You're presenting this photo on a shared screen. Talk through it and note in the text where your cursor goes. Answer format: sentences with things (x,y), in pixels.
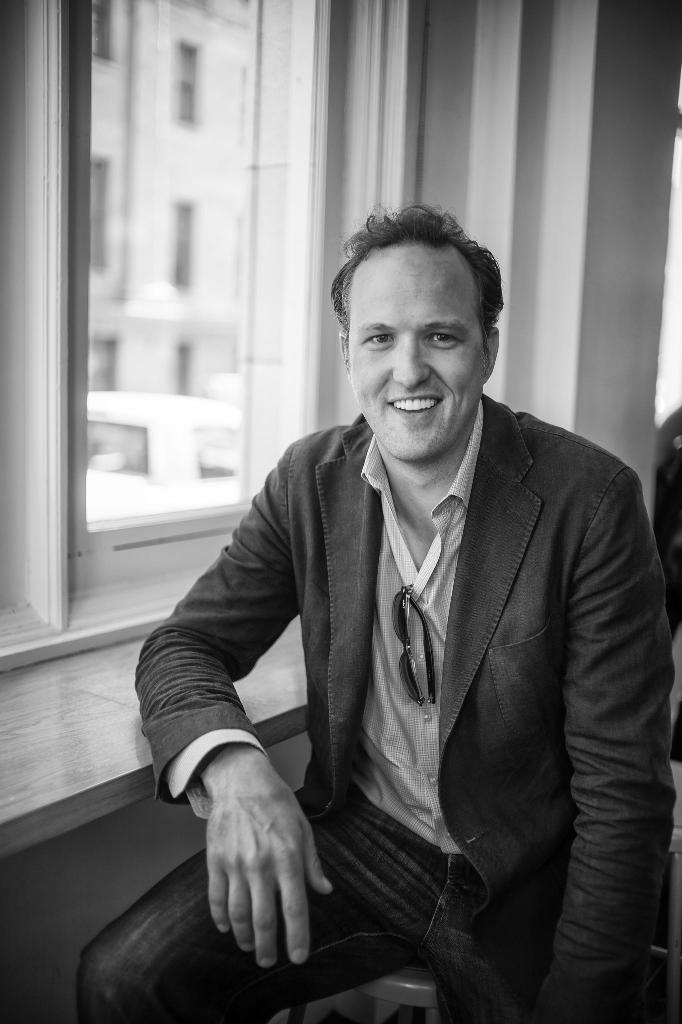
This is a black and white image. In this image we can see a person (394,766) sitting on a stool (408,995). He is having a specs (401,614) on the shirt (387,622). Also there is a window (185,344). And it is blurry in the background (126,246).
